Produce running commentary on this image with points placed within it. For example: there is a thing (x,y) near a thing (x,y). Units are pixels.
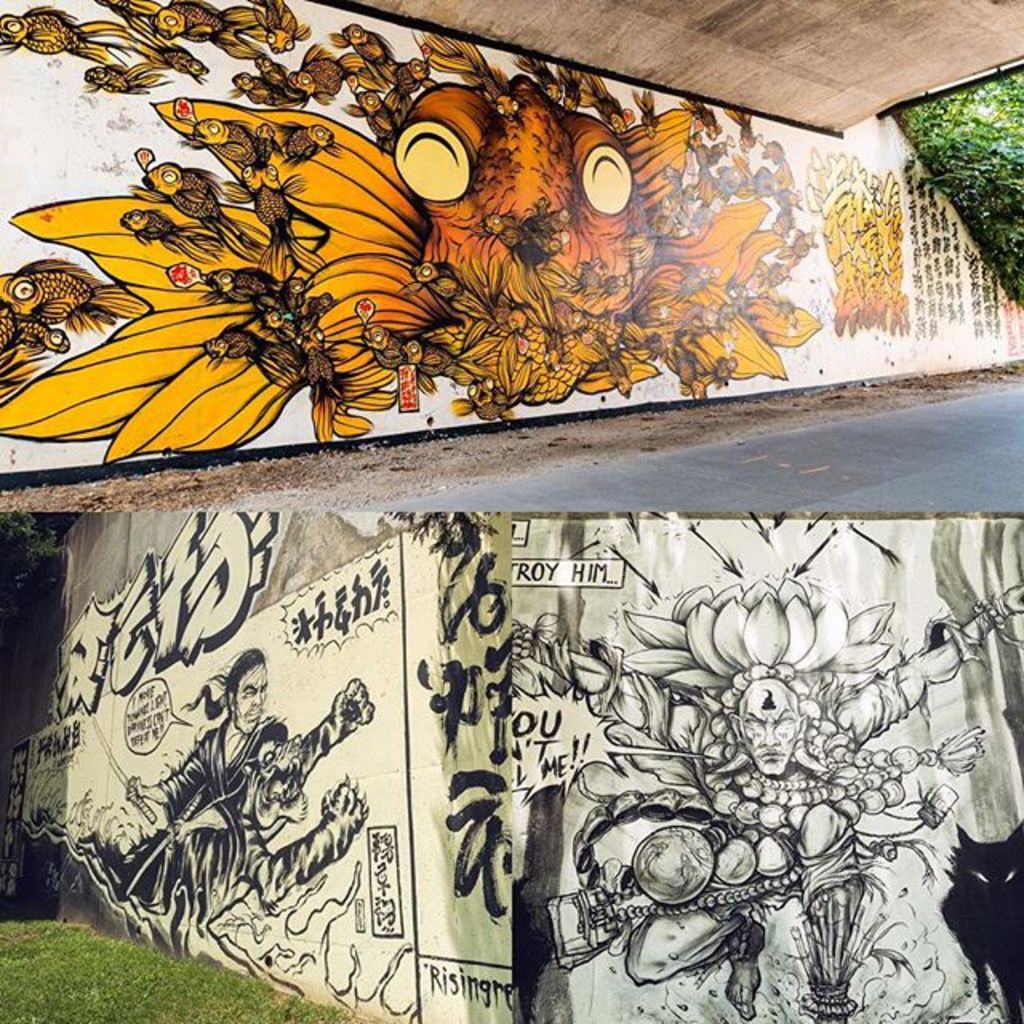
this image is a collage image as we can see in the below image there is a painting (520,786) on the wall (349,750) and at top of this image (486,207) there is a painting (567,248) at left side of this image (255,213) and there are some trees (967,172) at right side of this image (988,142) and there is a road (717,452) at bottom of this image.
